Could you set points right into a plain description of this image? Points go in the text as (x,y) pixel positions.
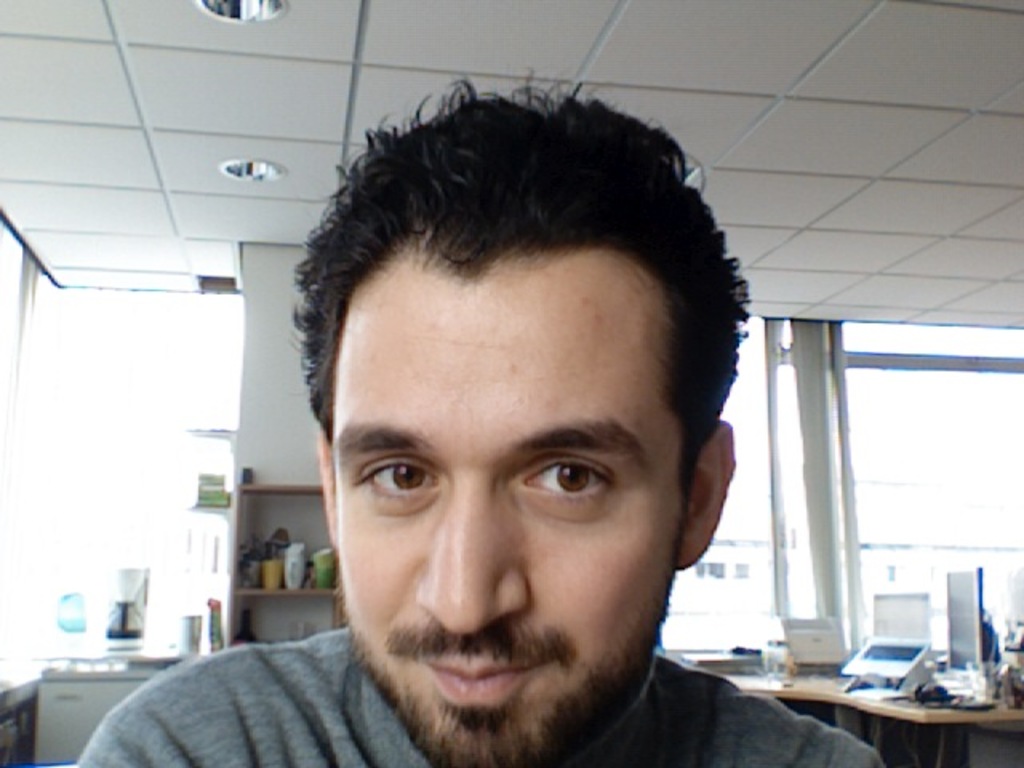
In this picture there is a person (624,673) having short beard (563,721) and there are some other objects (302,568) behind him.
